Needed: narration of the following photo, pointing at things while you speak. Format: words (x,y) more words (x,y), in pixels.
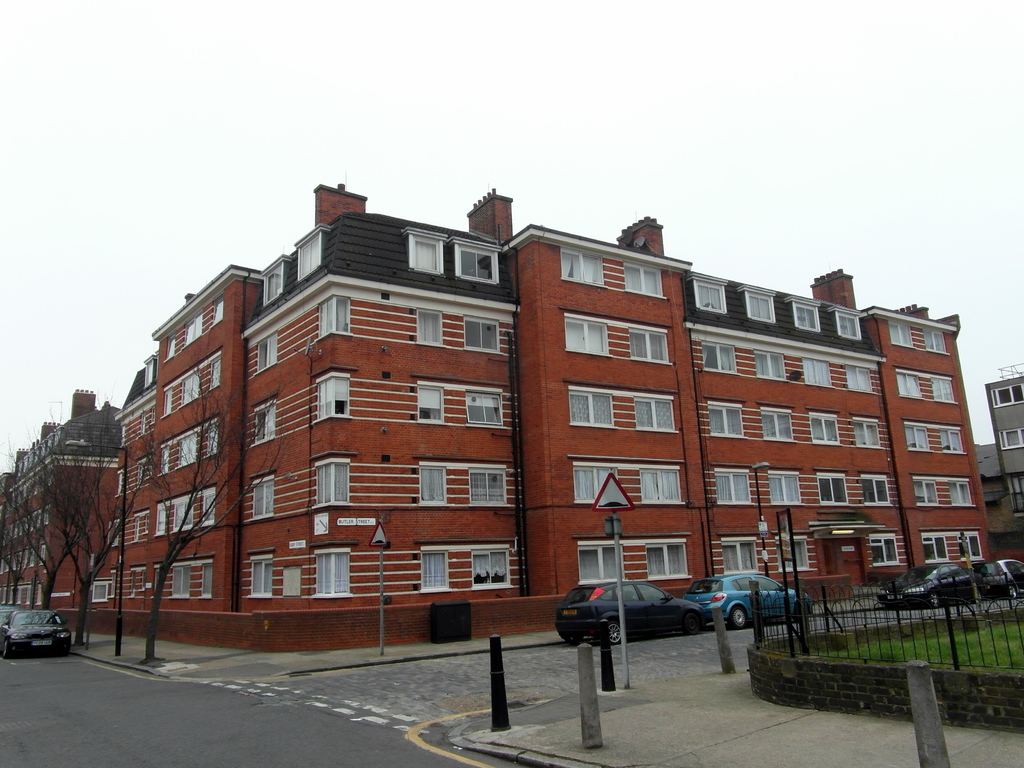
In the foreground of the image (65,641) we can see several cars (670,601) parked on the road (27,662). To the right side (928,721) we can see a iron frame (889,644) and poles (498,688). In the background (1011,514) we can see group of buildings (501,356), trees (67,520) and sky (290,144).
